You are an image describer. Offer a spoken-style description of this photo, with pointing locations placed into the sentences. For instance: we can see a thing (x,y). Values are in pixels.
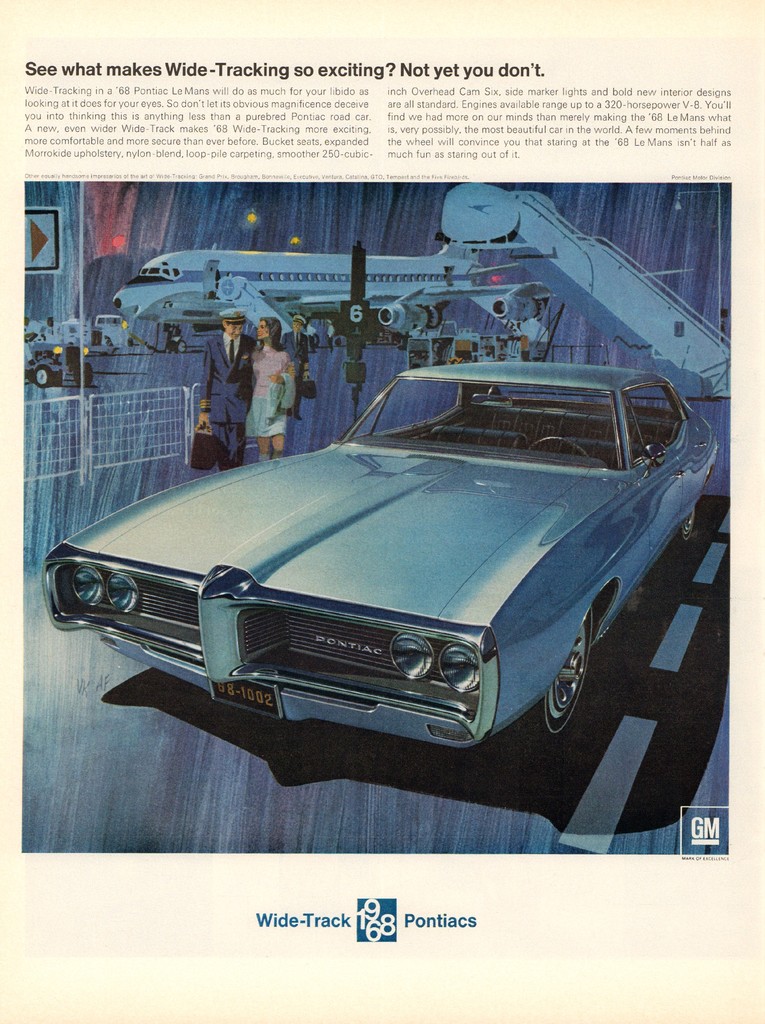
In this image we can see a document (350,444). In the document (342,558) there are the pictures (413,562) of aeroplane (509,315), car (427,480), fence (141,421), persons (243,396) and road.
